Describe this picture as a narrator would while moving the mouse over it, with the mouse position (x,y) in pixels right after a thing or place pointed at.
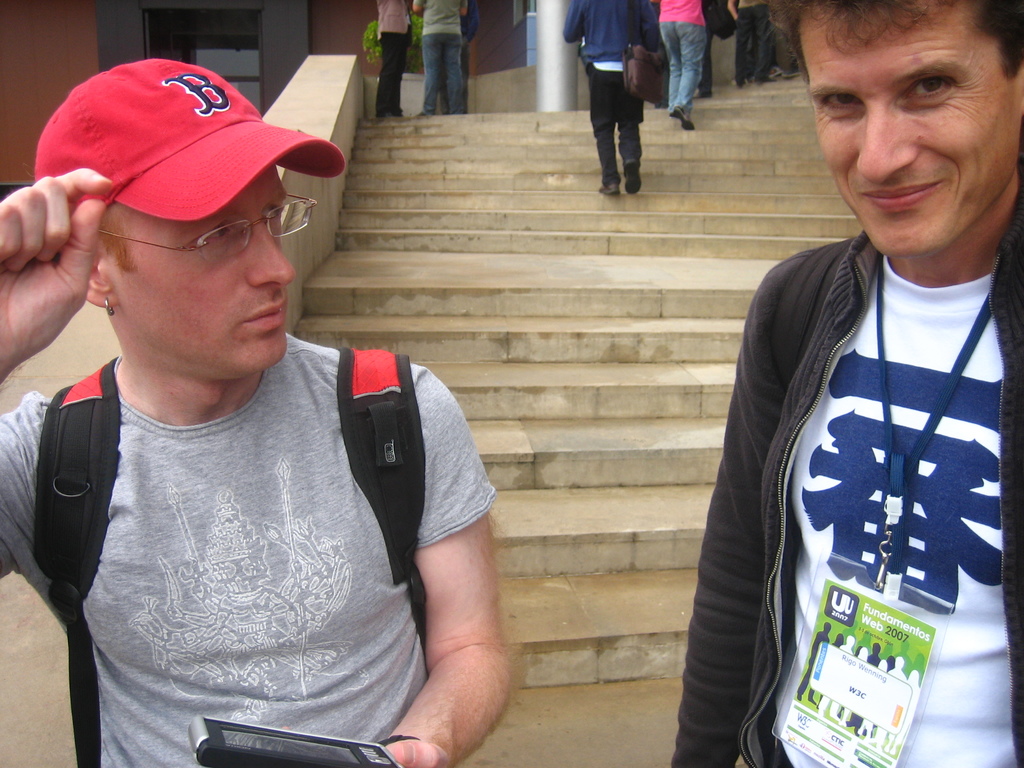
In the image we can see in front (783,562) there are people (748,557) standing and the man (336,717) is holding a tablet (309,748), he is wearing a cap (145,113) and other man (980,554) is wearing an id card (884,607) in his neck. Behind there are other people (603,106) standing on the stairs (629,306).
